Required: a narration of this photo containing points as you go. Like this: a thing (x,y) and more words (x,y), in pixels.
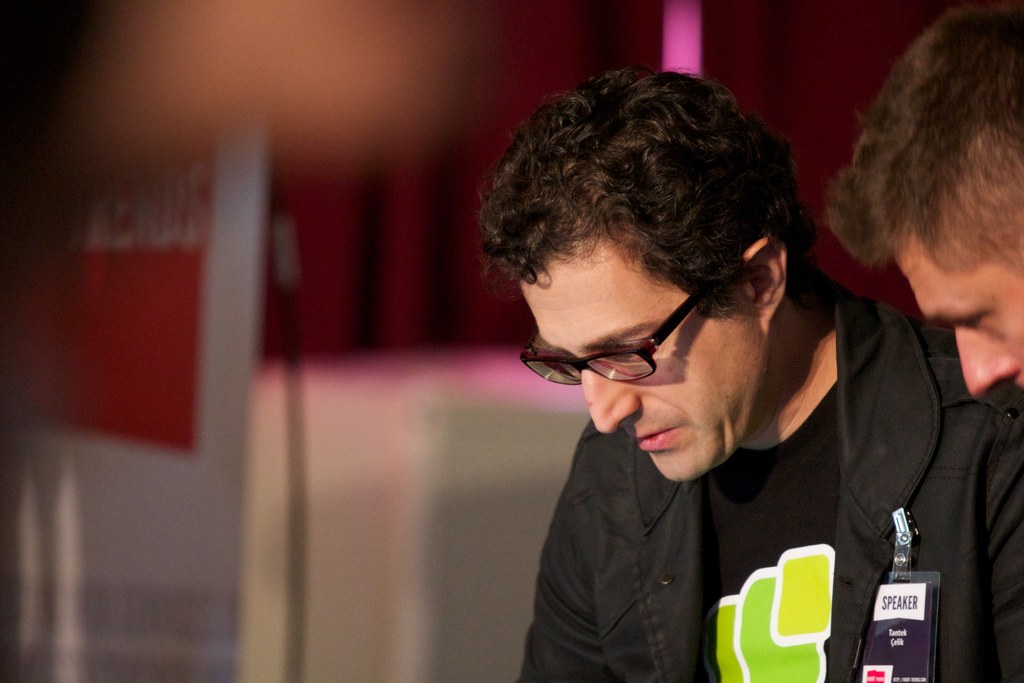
In this image I can see a person (692,527) wearing black colored dress (801,512) and black colored spectacles (655,371) and another person's face (986,312) to the right side of the image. I can see the blurry background (150,571) in which I can see a banner (129,332) which is white and red in color and few other objects (362,310).
